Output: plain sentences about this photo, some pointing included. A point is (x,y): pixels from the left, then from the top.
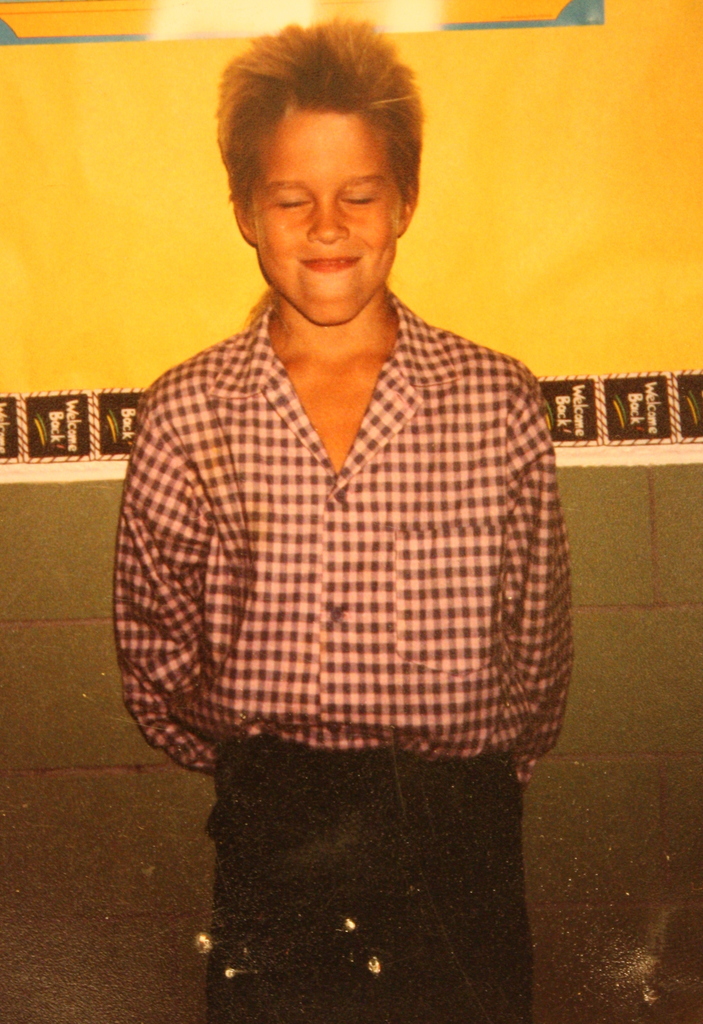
In the image there is a person (394,530) standing in front of a wall (167,181) he is closing his eyes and smiling, he is wearing a checkered shirt (294,538) and a trouser (422,805).
